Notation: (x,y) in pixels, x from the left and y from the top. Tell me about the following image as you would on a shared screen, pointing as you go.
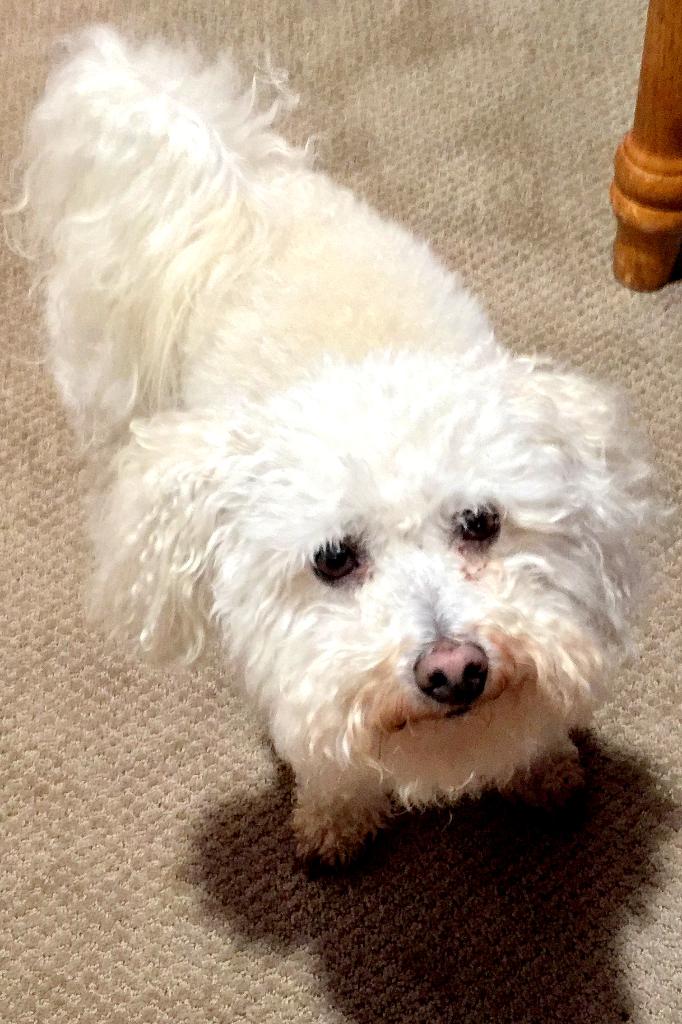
In the center of the image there is a carpet (148,903). On the carpet (71,601), we can see one dog (363,529), which is in a white color. At the top right side of the image (643,185), we can see a wooden object (640,196).
